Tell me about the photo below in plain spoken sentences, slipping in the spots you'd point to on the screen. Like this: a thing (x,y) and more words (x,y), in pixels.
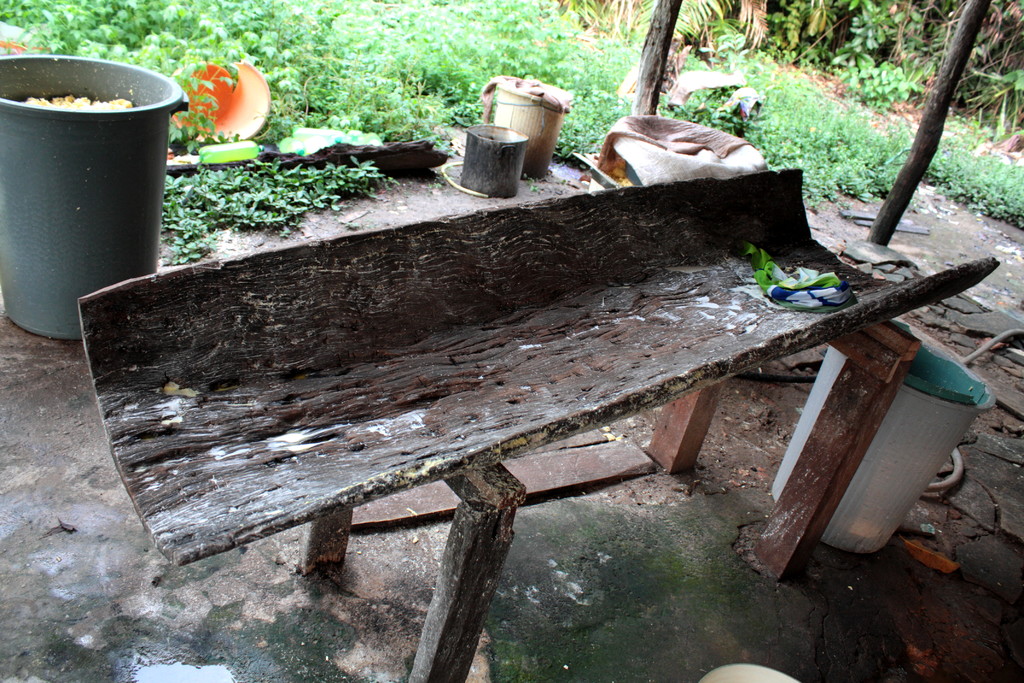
In the middle of the image (436,378) there is a wooden object (445,459) which is looking like a bench (549,422). Beside this there is a bin (898,468). In the background (119,255) a dustbin (125,170), bucket (526,140) and few objects (728,169) are placed on the ground (380,218). At the top of the image (373,47) there are few plants (524,37) and trees (841,28).
